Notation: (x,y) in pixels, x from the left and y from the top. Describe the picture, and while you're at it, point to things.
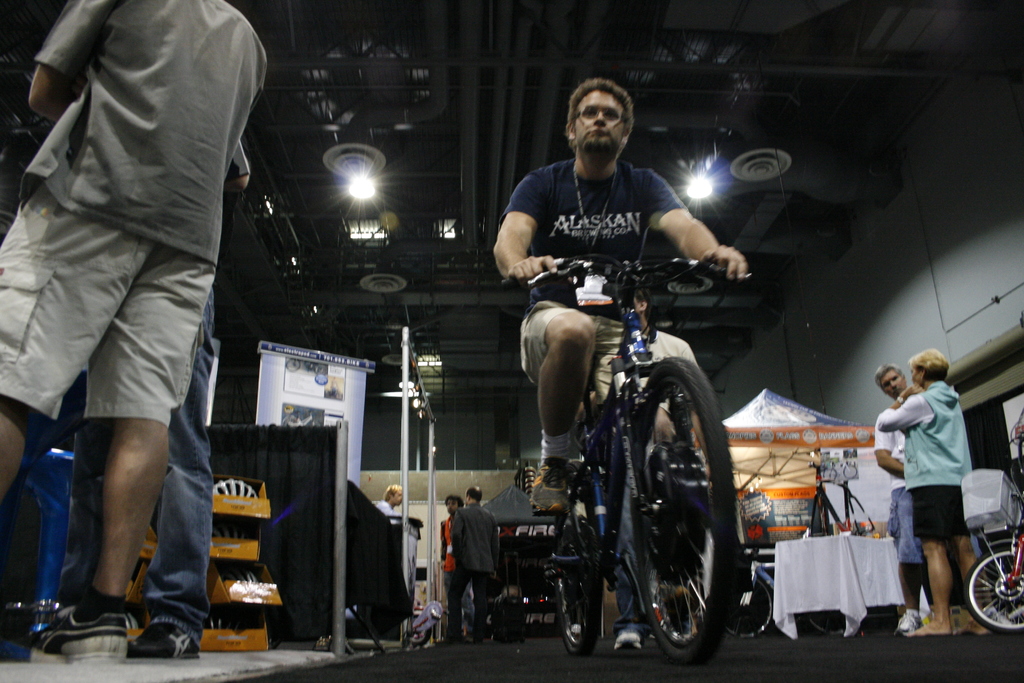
In this image I can see a man (566,484) is sitting on a cycle (594,499). I can also few more people (97,594) are standing. Here I can see a table (849,604), a banner (354,416), few lights (363,226) and one more cycle (980,584).
